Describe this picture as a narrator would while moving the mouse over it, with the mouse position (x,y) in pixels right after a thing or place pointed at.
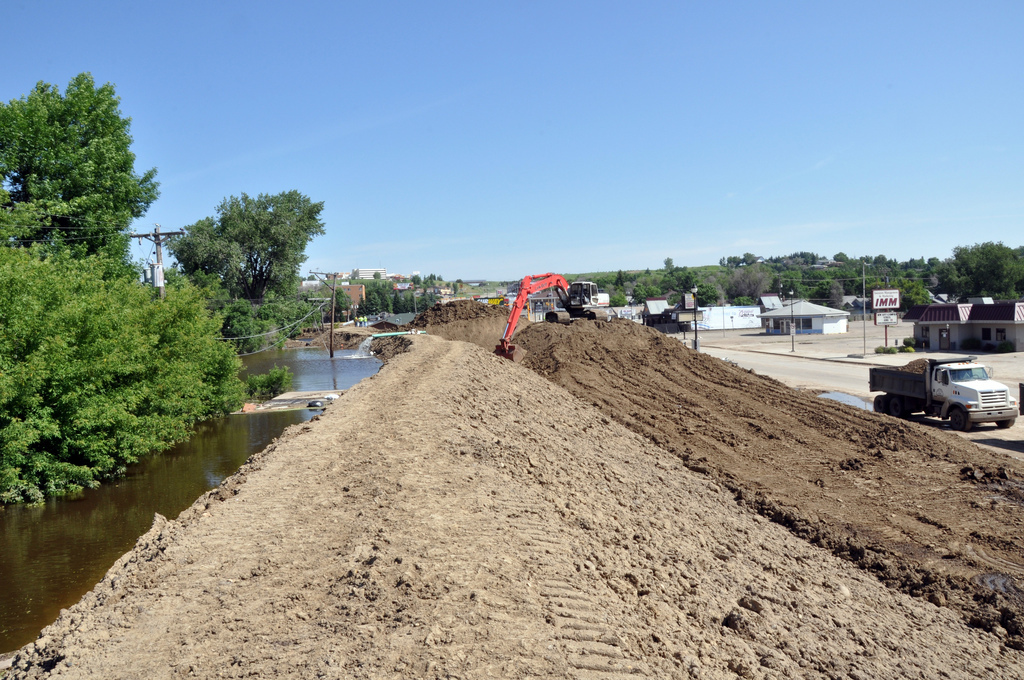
This is a picture of a town (930,292). Few trees (219,295) are over here, few trees (235,243) are over here in between of these trees (174,267) there is a pole (153,271) beside this trees (279,368) we can able to see some water (186,467) floating beside the water (190,481) there is a sand (488,452). This crane (593,306) is taking out the sand (529,344). The vehicle (909,372) is carrying the sand (925,362). We can able to see few houses (934,325) with door (941,340) and window (982,338) and roof top (993,319). There is a sign boards (883,312) with a pole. The sky (873,167) is in blue color. A pleasant climate.
